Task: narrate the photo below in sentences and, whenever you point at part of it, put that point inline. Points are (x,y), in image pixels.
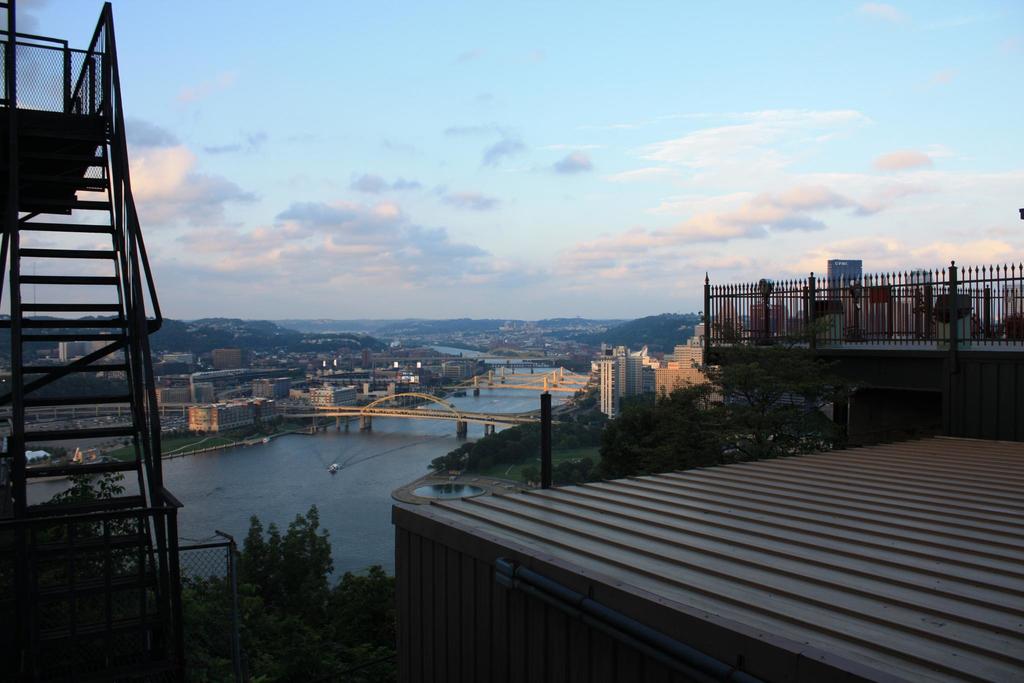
In this image I can see few stairs (73,251) at left (120,490), at back (531,445) I can see poles (547,445), trees (609,445) in green color, bridge (491,428), water (378,487). At top (538,162) I can see sky (514,179) in blue and white color.
